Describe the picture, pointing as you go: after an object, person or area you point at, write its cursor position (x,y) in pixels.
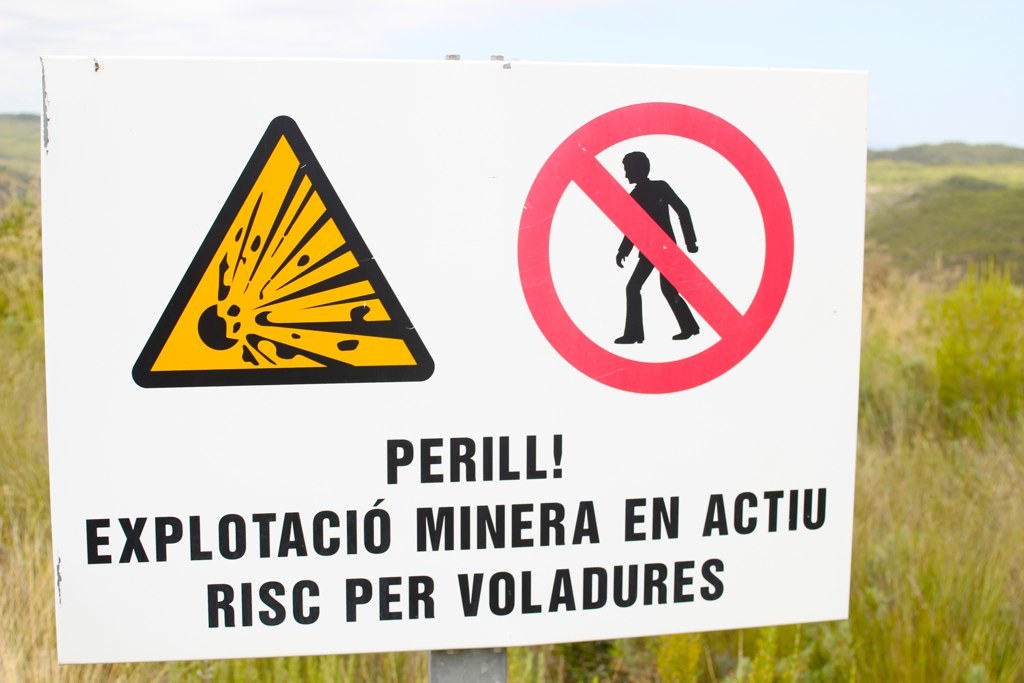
In the image in the center (517,276), we can see one sign board (428,344) and we can see something written on it. In the background (338,52), we can see the sky (710,20), clouds (306,29), plants (876,207) and grass (929,240).
